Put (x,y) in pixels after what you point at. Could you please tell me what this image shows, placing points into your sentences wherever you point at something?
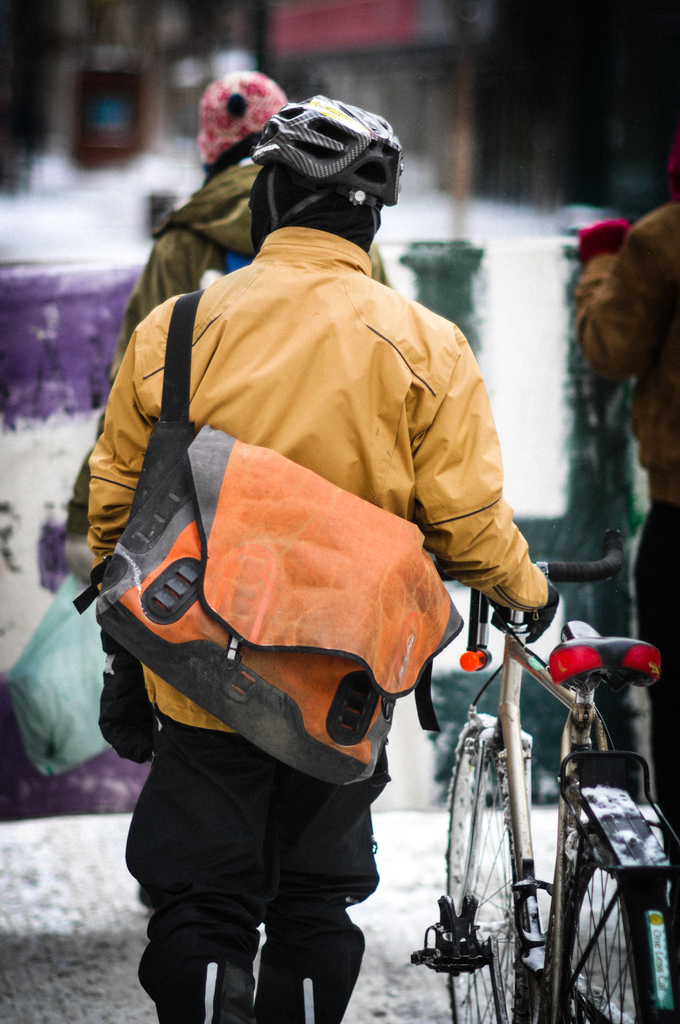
This picture describes about group of people (262,385), in the middle of the image (369,342) we can see a man (286,348), he wore a bag (314,492) and a helmet (344,140), and he is holding a bicycle (471,751).
